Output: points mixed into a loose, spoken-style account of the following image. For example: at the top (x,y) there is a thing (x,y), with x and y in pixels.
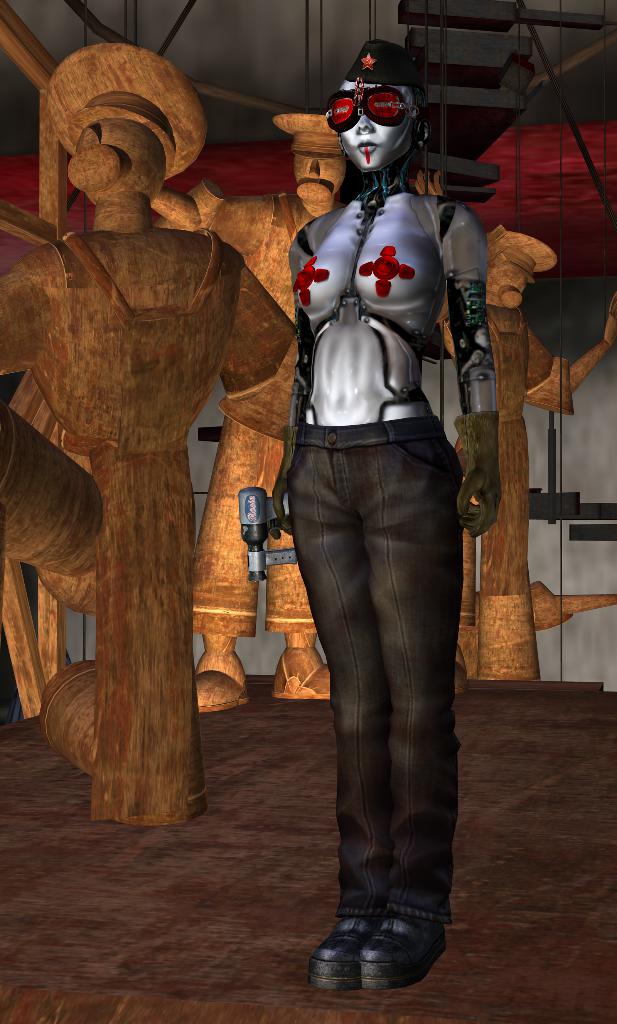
This is an animated image. Here I can see animation of a person (352,447) and other objects (71,667).
